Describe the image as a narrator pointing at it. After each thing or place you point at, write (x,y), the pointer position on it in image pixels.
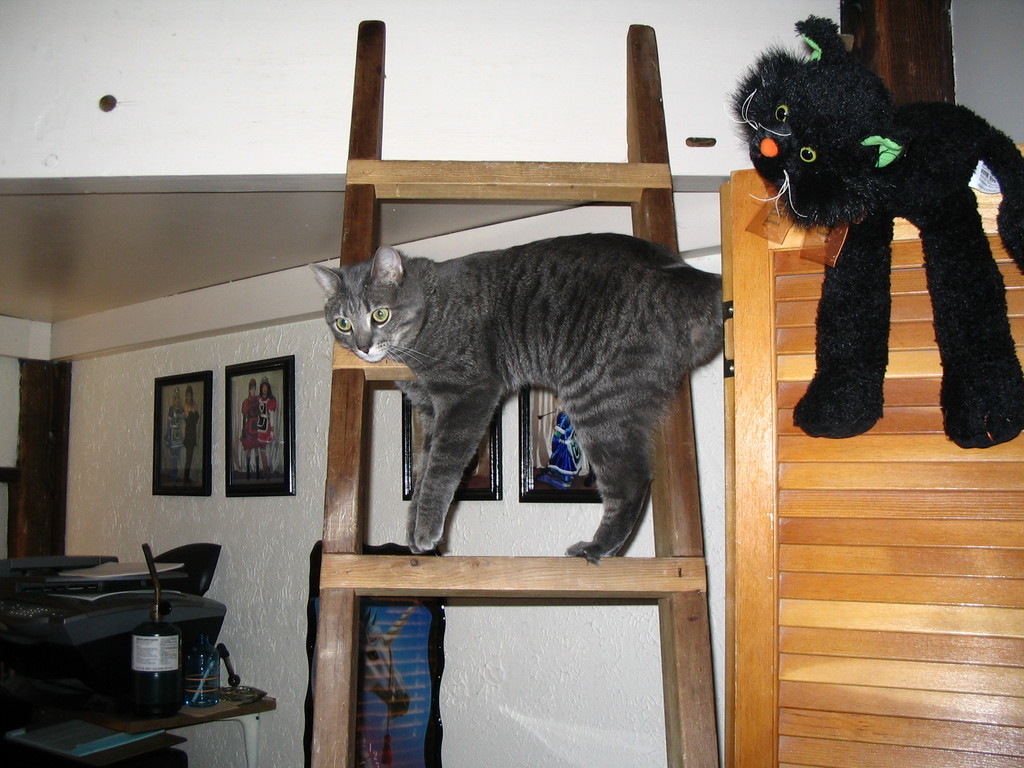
In this image we can see a cat (626,463) on a ladder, there is a toy (1010,236) on a wooden object (983,467), there is a wall (295,517) and photo frames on it, there is a table (238,705), bottle (137,639) and some objects (125,610) on it.
